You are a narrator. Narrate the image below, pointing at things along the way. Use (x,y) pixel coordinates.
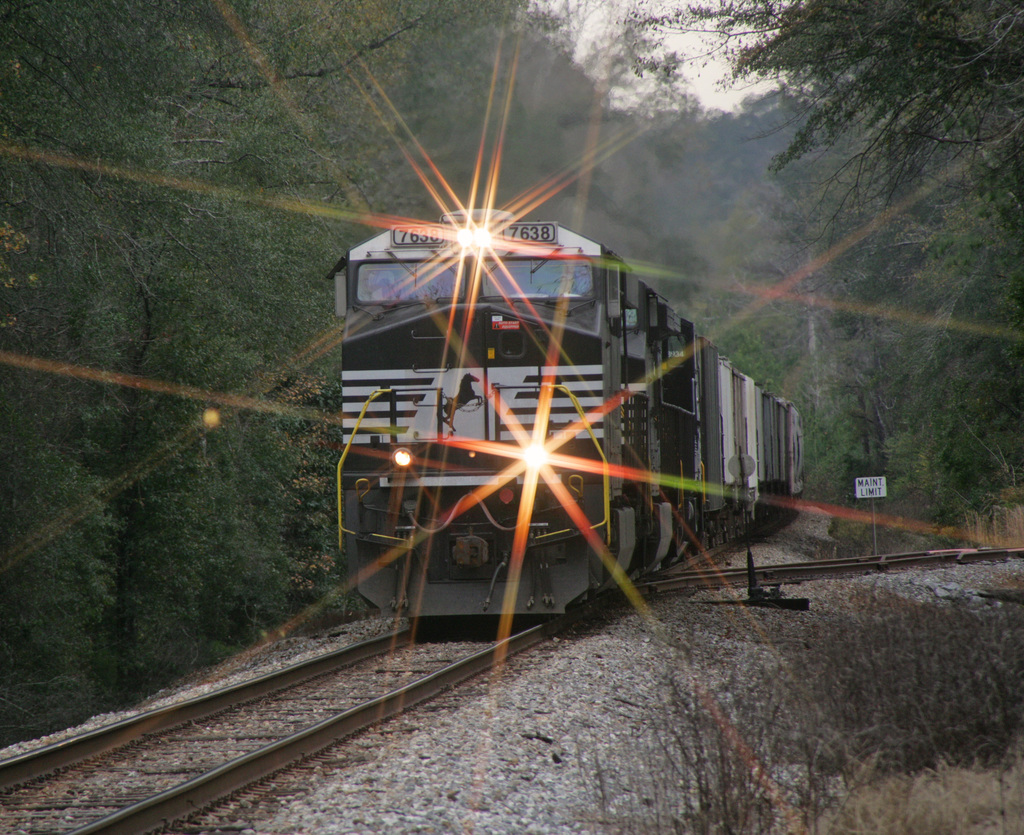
On the left side (105,754), there is a train (527,321) having three lights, on the railway track (491,660). On both sides of this railway track (81,815), there are trees (1023,96). On the right side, there is a signboard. Beside this signboard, there is another railway track (889,559). In the background (762,144), there are trees (727,29) and there is sky (650,29).
